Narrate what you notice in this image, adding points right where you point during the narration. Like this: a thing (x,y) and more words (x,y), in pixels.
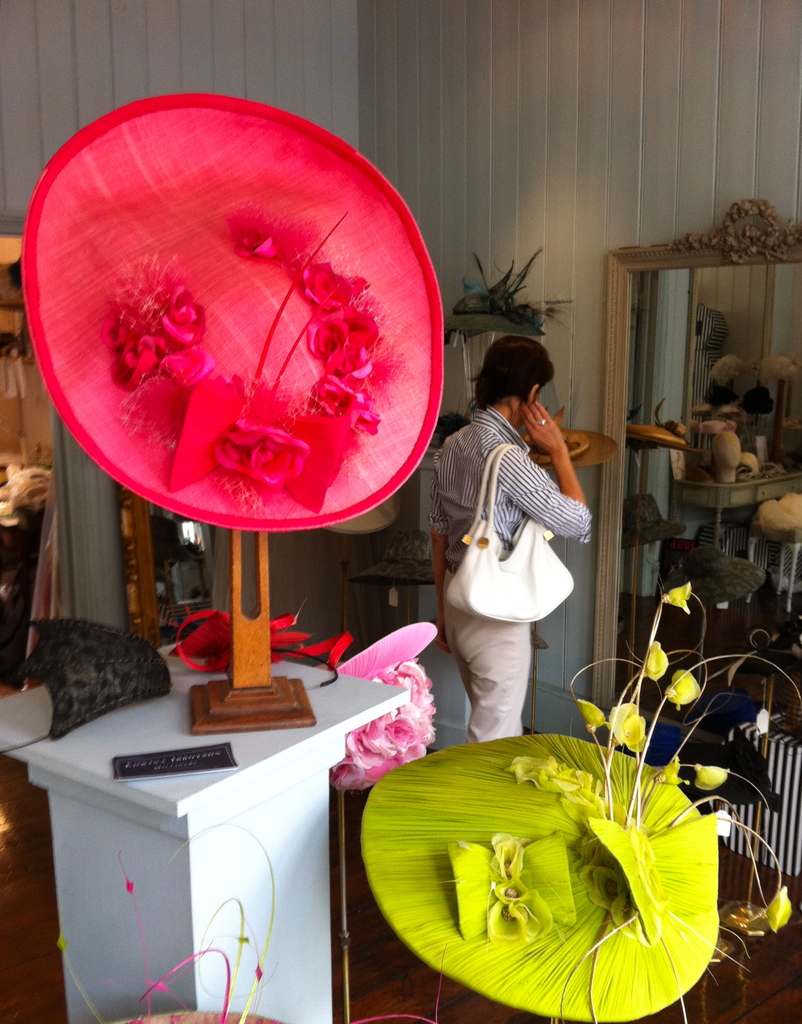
This image is a clicked in a room (454,719). There is a mirror (631,416) on the right side (696,524) and there is a person (543,379) standing near the mirror (695,568). There is a table (253,857) on the left side (241,756), on the table (161,808) there is a stand (234,701), paper (163,775).
